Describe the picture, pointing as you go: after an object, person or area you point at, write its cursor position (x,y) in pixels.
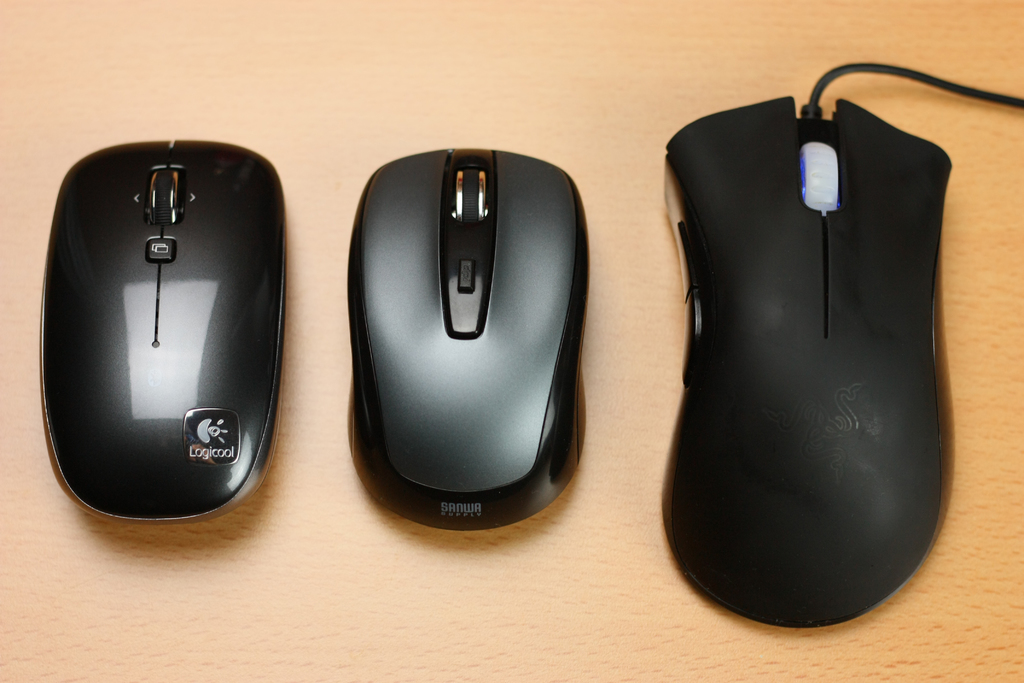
In this picture we can see a table (576,579), we can see two wireless mouses (471,343) and a wired mouse (689,288) on the table (632,452).
